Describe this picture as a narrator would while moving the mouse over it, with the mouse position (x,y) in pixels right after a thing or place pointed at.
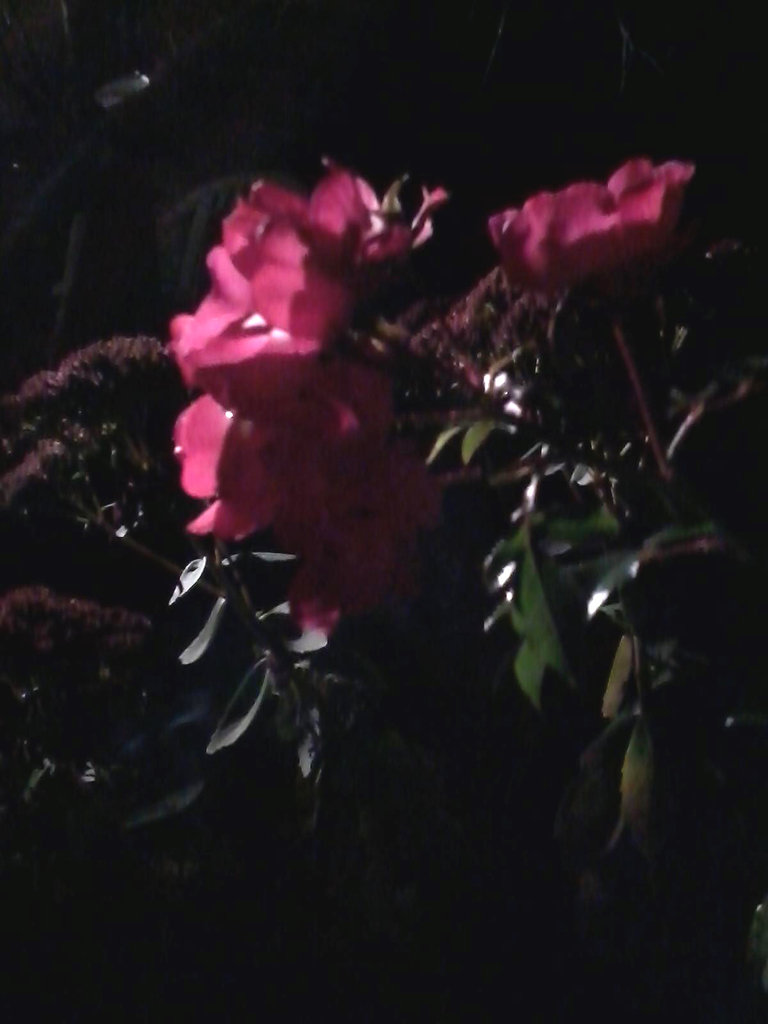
In this picture we can see plants (274,678) with flowers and in the background (489,656) we can see it is dark.
